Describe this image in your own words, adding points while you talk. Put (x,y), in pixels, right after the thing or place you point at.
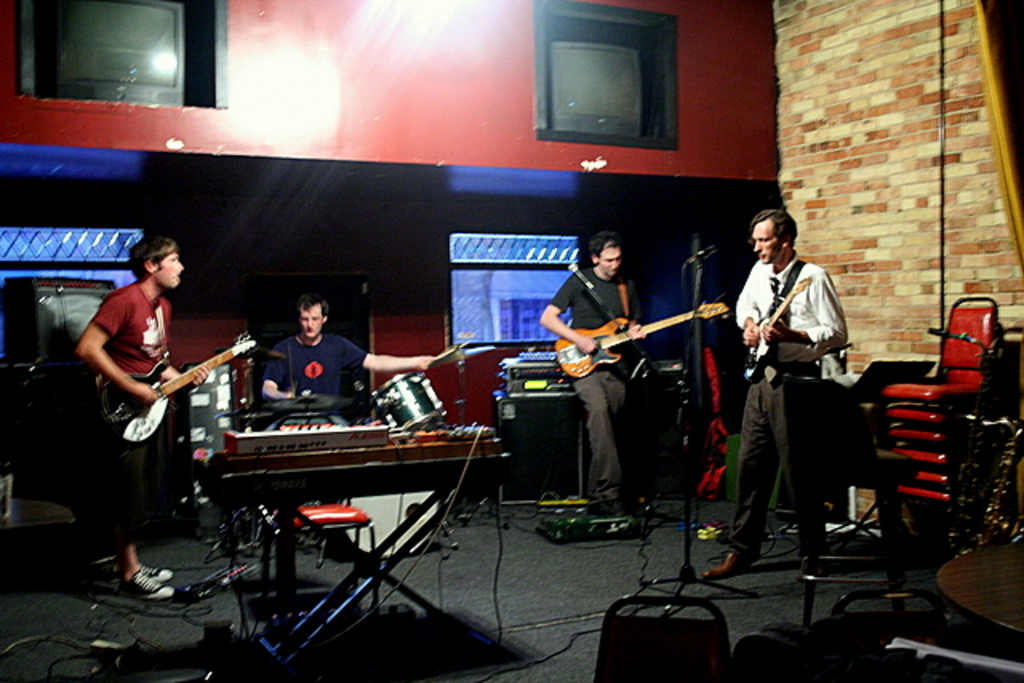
In this image I can see few people (791,229) are standing and holding guitars (593,357). I can also see a man (312,378) is sitting next to a drum set (291,412).
